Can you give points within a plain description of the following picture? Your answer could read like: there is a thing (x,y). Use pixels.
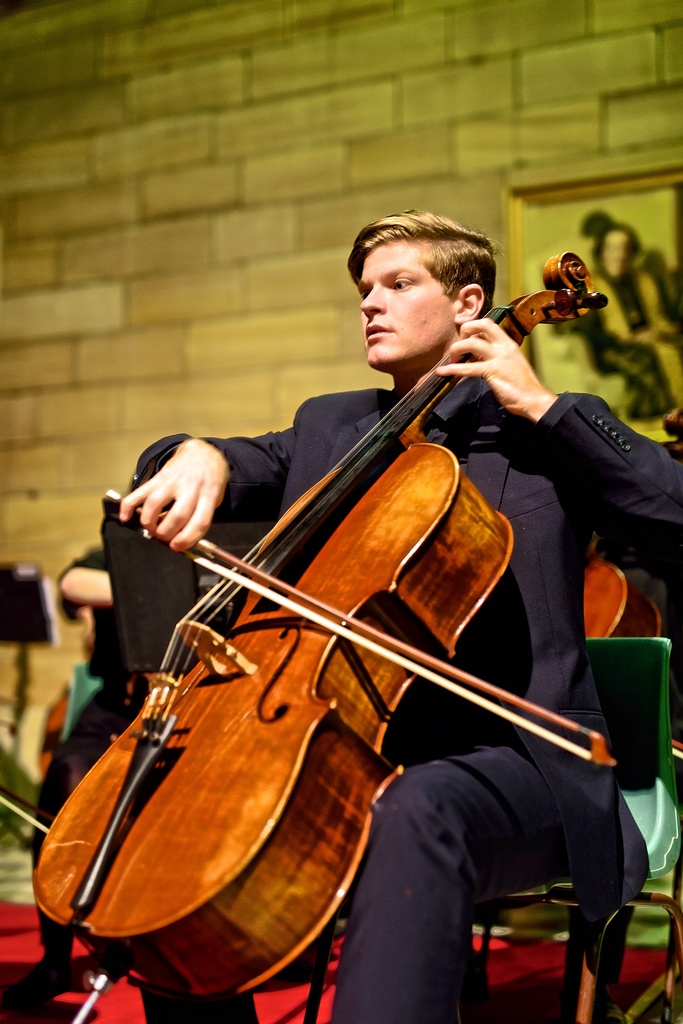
In this image, we can see a person (546,458) sitting on a chair (644,641) and playing a musical instrument (594,289).
